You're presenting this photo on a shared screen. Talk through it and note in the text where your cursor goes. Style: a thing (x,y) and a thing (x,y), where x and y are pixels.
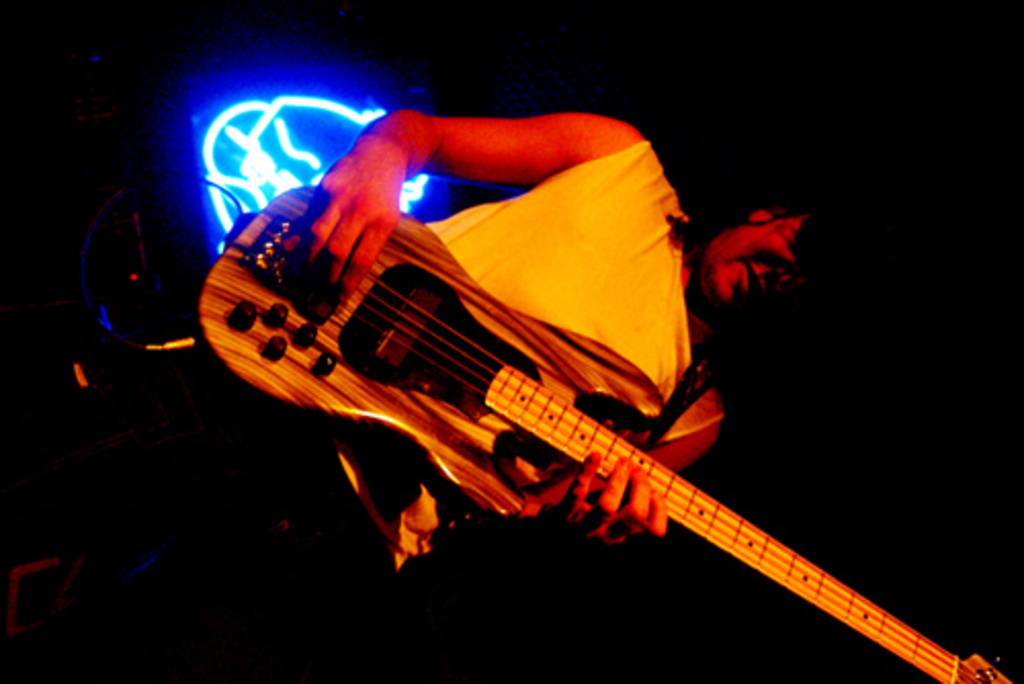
In this image I see a person (389,531) who is holding a guitar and in the background (289,99) I see the light (287,149).
